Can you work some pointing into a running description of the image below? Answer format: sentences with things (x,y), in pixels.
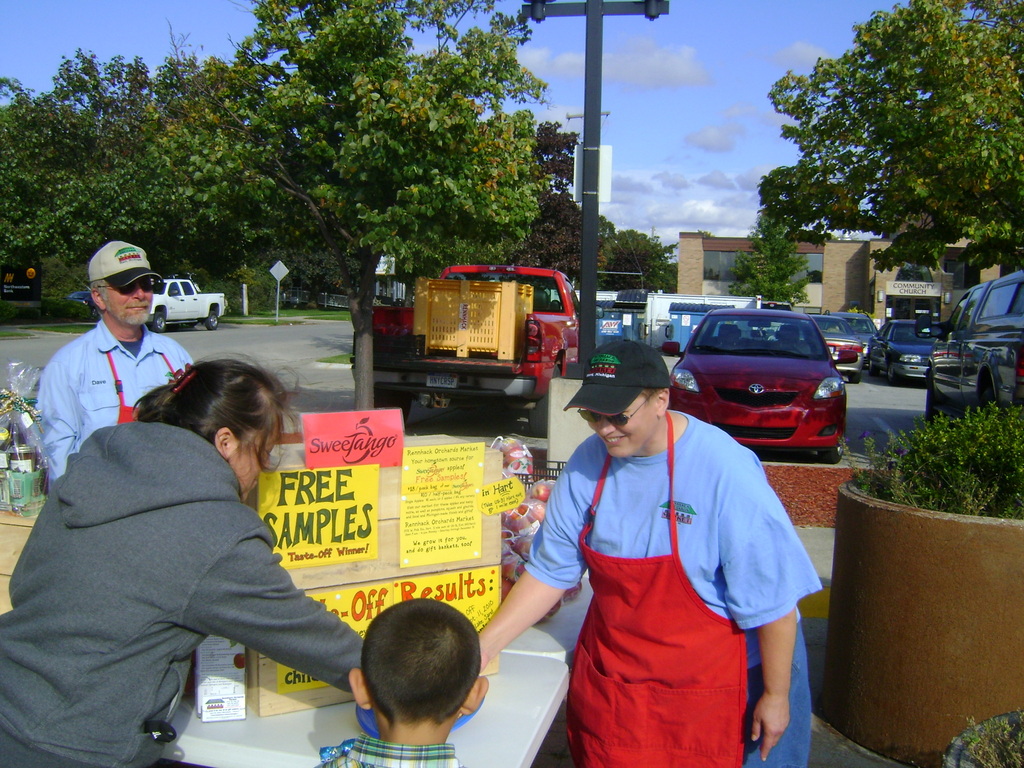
Here we can see four persons (387,751), tables (330,740), boxes (439,293), posters (301,674), plastic covers (508,460), and fruits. There are trees (481,224), vehicles (564,363), poles (581,350), plants (1017,764), boards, and a building (816,302). In the background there is sky (675,87) with clouds (731,138).
